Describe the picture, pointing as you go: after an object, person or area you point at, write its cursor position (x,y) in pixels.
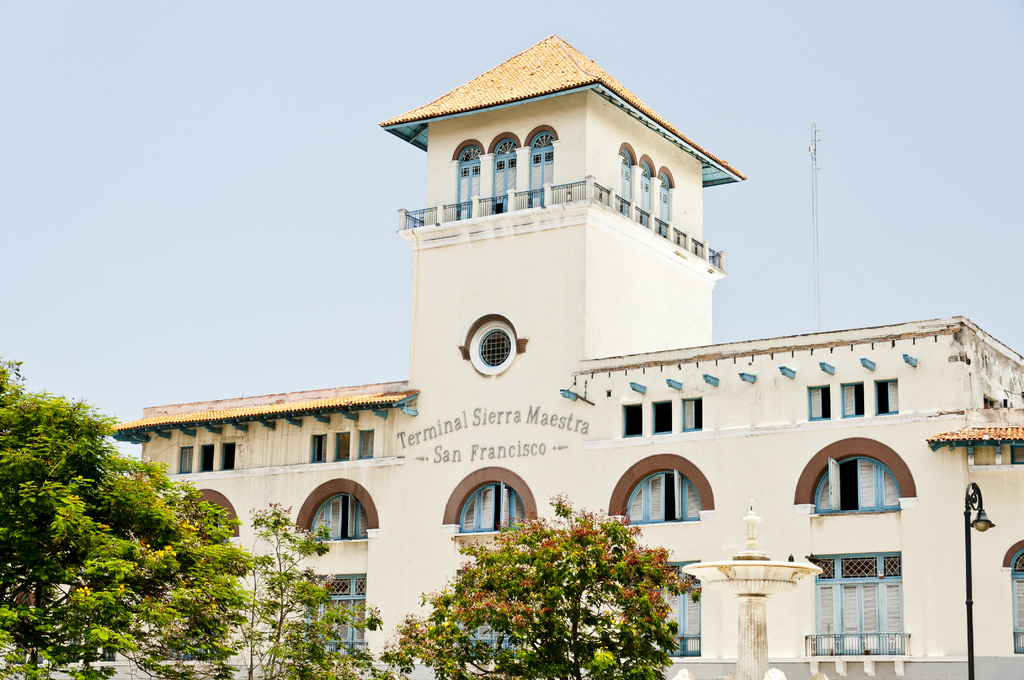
In this image there is the sky (174,199) towards the top of the image (170,212), there is a building (427,287), there is text (486,439) on the building (511,429), there are windows (862,610), there are trees (285,635) towards the bottom of the image (104,584), there is a pole (968,525), there is a streetlight (978,515), there is an object (816,251) behind the building (935,535) that looks like a tower (816,204).
